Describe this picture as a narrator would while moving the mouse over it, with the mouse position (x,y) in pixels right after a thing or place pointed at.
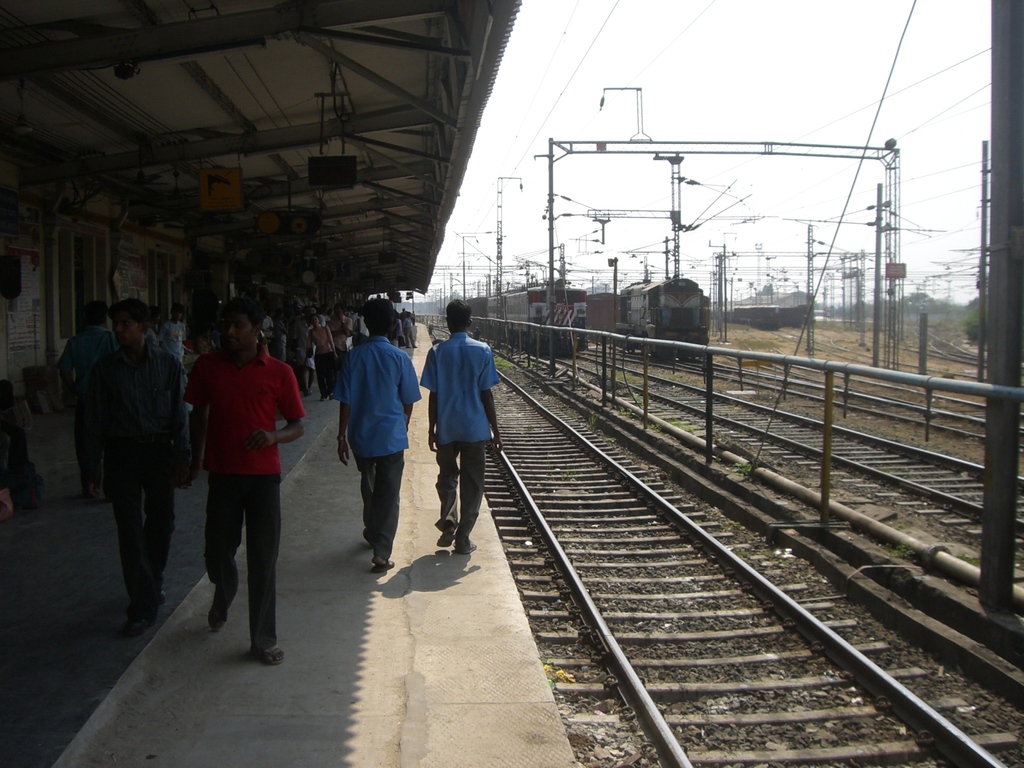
In this image there are trains (620,304) on a track (841,447) and there are electrical poles (636,213), on the left side (126,724) there is a platform (302,398), on that platform (331,566) people (280,375) are walking at the top (245,56) there is a roof (293,119).
